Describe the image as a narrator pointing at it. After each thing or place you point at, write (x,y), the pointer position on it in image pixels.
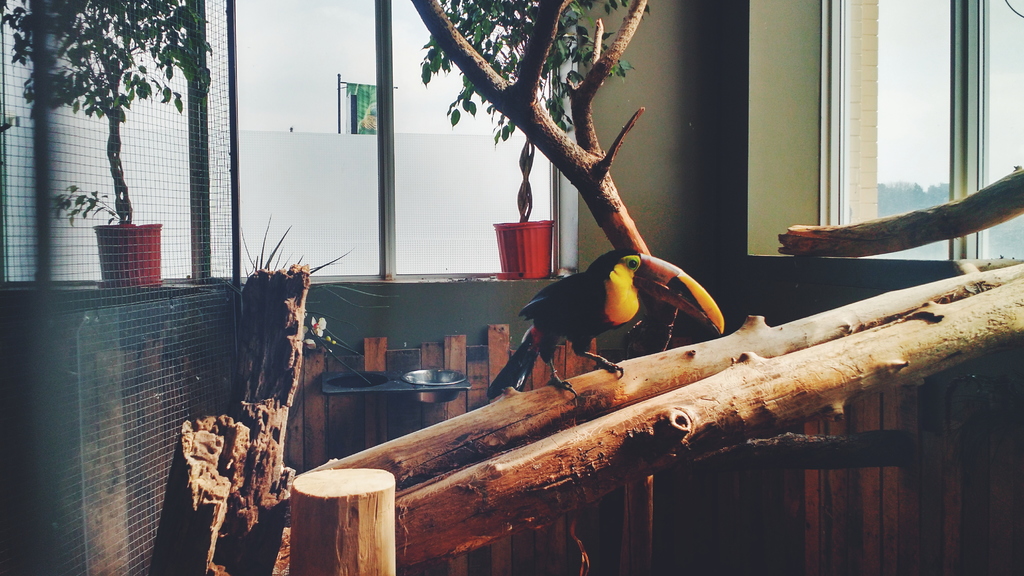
In this image in the center (622,273) there is a bird (603,320) standing on the branch (540,398) of a tree (641,415). In the background (128,234) on the left side (169,261) there is a fence (135,312) and behind the fence (148,315) there is a pot (116,227) and a plant (112,118). In the background (520,219) there is a plant (520,75) and there is a pot (528,241) which is red in colour and there are windows (949,134).
